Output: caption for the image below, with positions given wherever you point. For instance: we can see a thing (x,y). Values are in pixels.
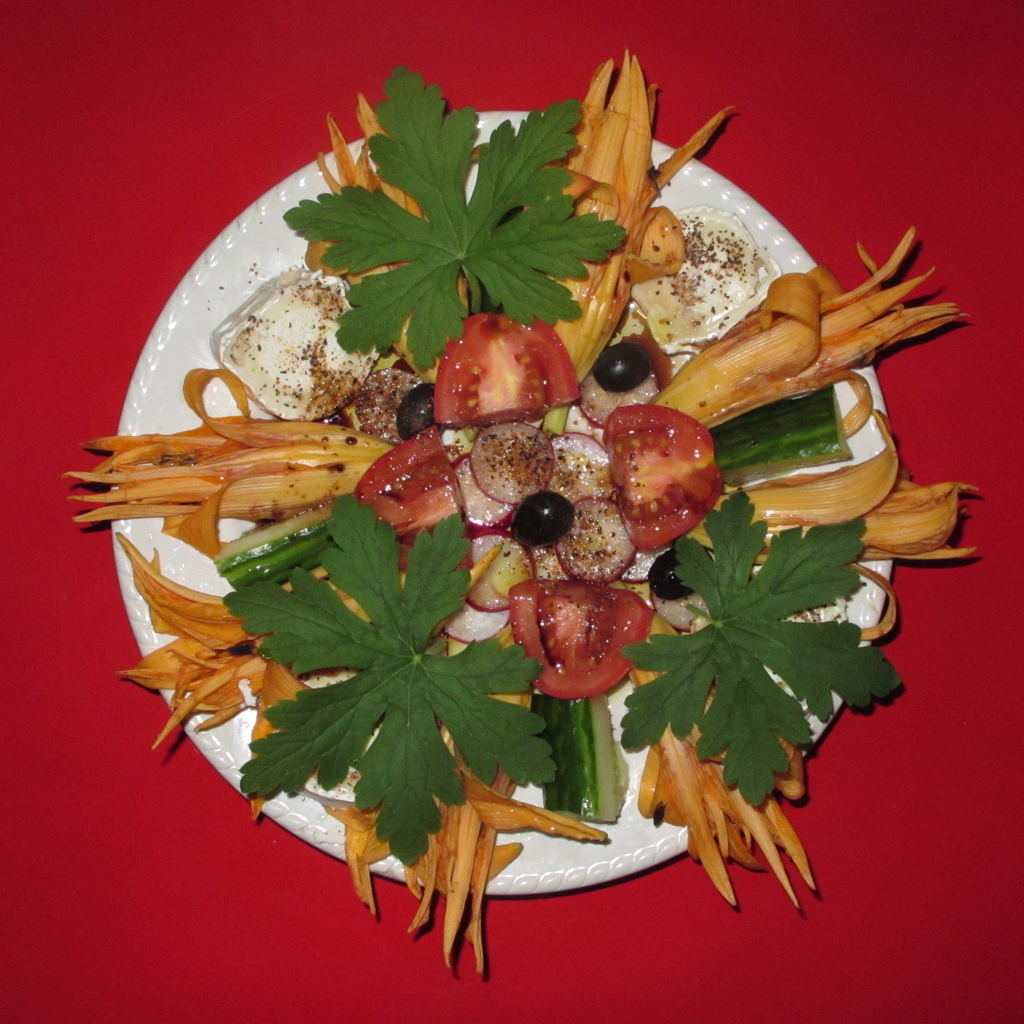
In this picture we can see a plate (592,869) and food (574,551).
